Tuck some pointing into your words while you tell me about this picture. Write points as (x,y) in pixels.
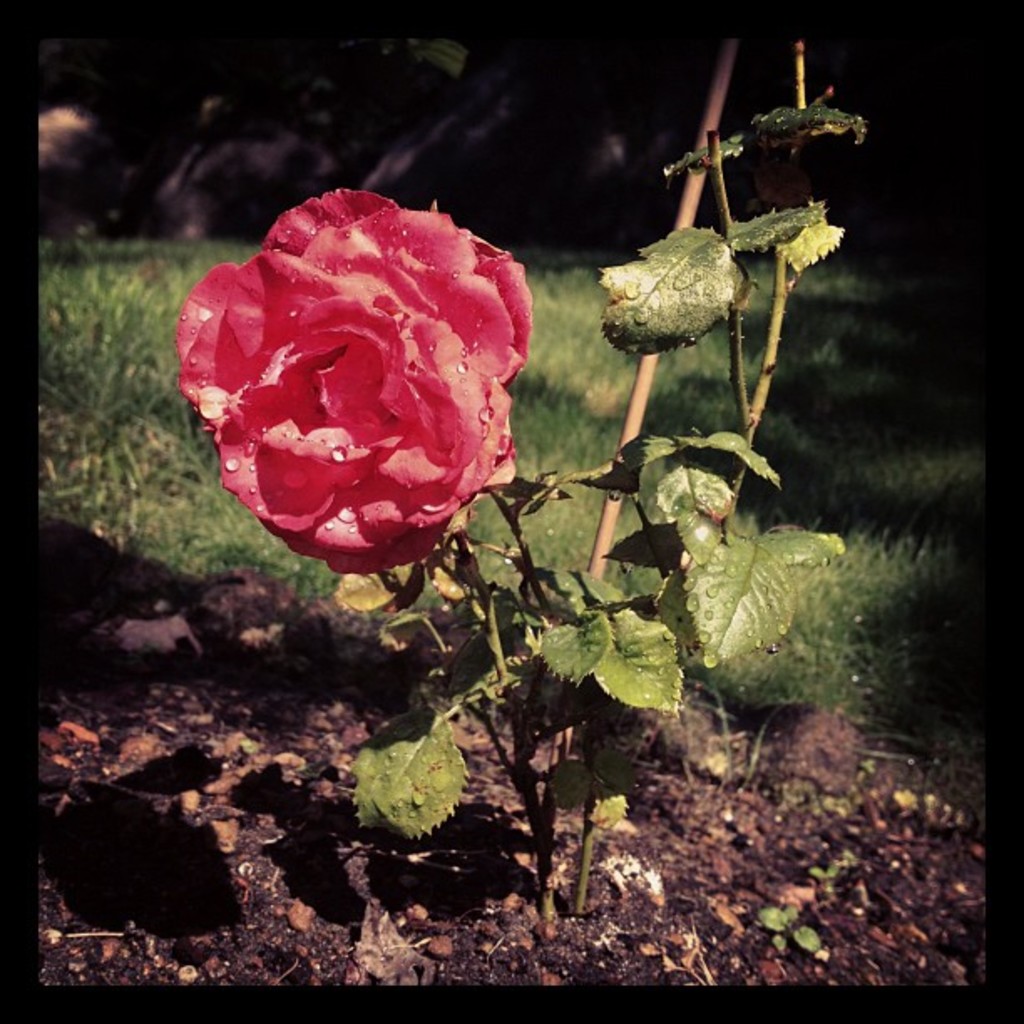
In this image I can see a rose plant (663,545) and a rose flower (439,376). There is grass (95,452) and there is a dark background (480,73).
